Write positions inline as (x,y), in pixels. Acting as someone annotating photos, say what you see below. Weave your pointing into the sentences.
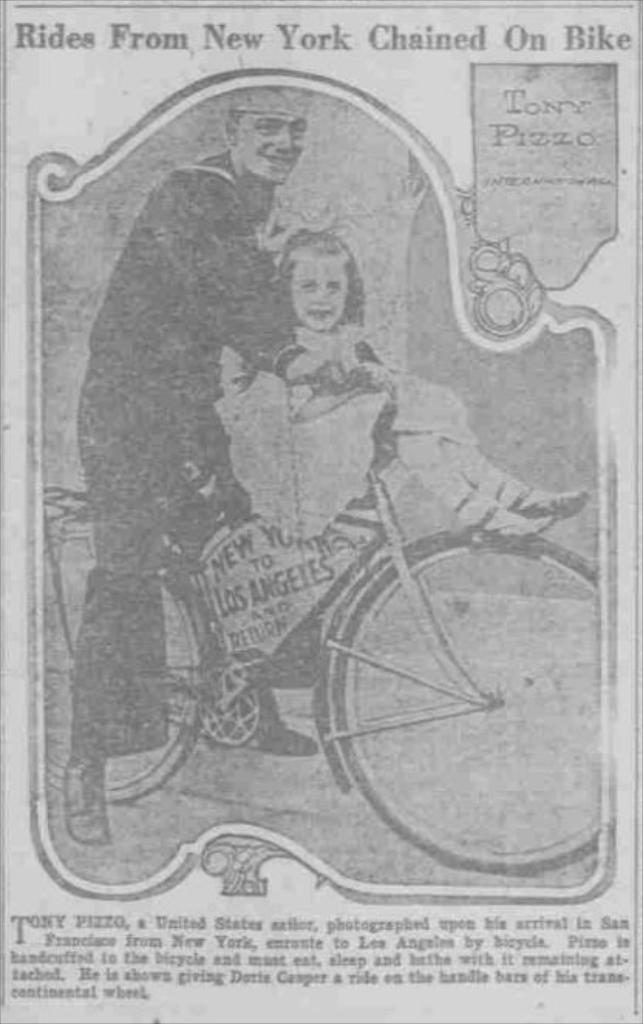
In this image we can see a paper (318,643). There are two persons (254,467), a bike (347,694) and some description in the image.
